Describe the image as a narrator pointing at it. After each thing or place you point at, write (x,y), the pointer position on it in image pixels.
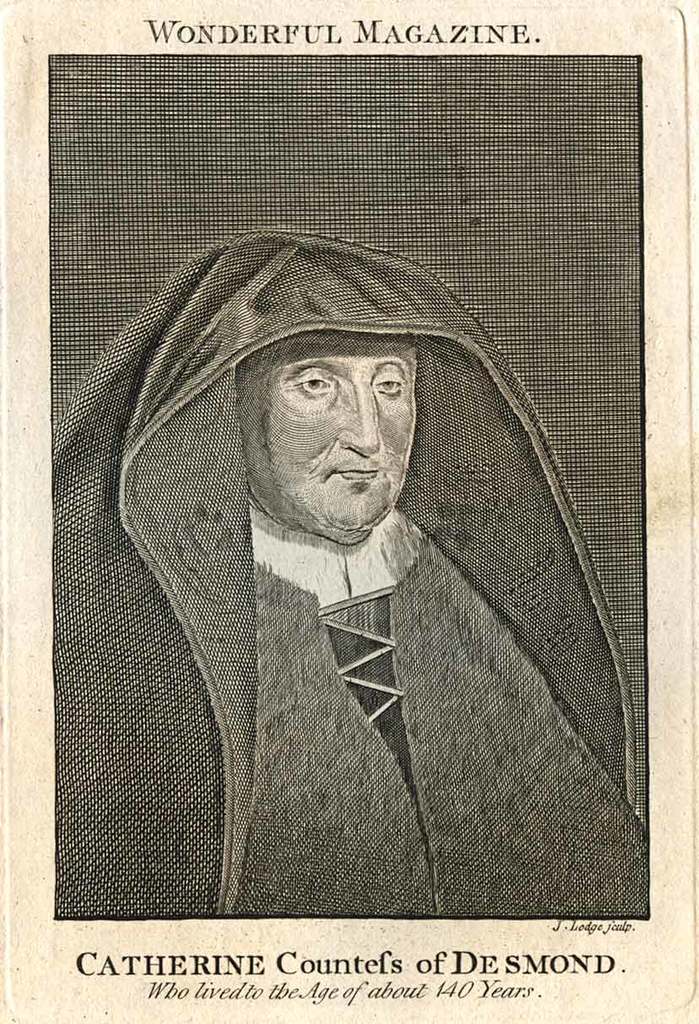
In this image we can see a poster (283,711). On the poster (285,608) we can see picture (393,535) of a person (348,420) and something is written on it.
